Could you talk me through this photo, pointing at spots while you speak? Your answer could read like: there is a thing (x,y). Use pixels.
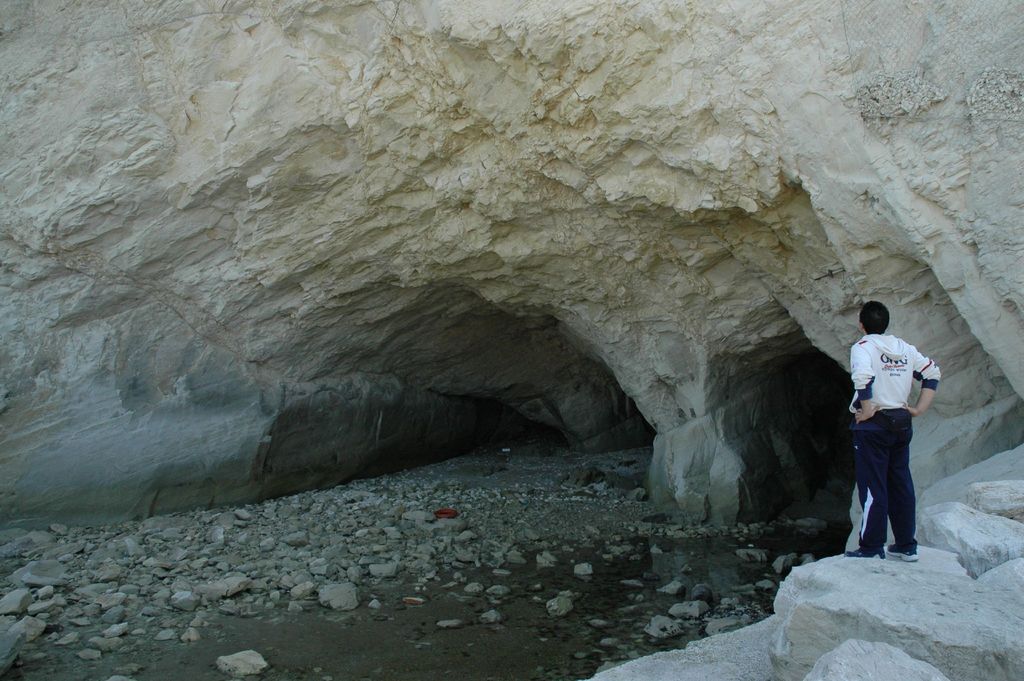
In the picture we can see a person (901,417) wearing white color shirt (905,391), blue color pant (875,497) standing on the stone surface (858,595) and we can see a rock (142,138) and there is cave (841,436) and there are some stones (613,528) which are on ground (248,596).
